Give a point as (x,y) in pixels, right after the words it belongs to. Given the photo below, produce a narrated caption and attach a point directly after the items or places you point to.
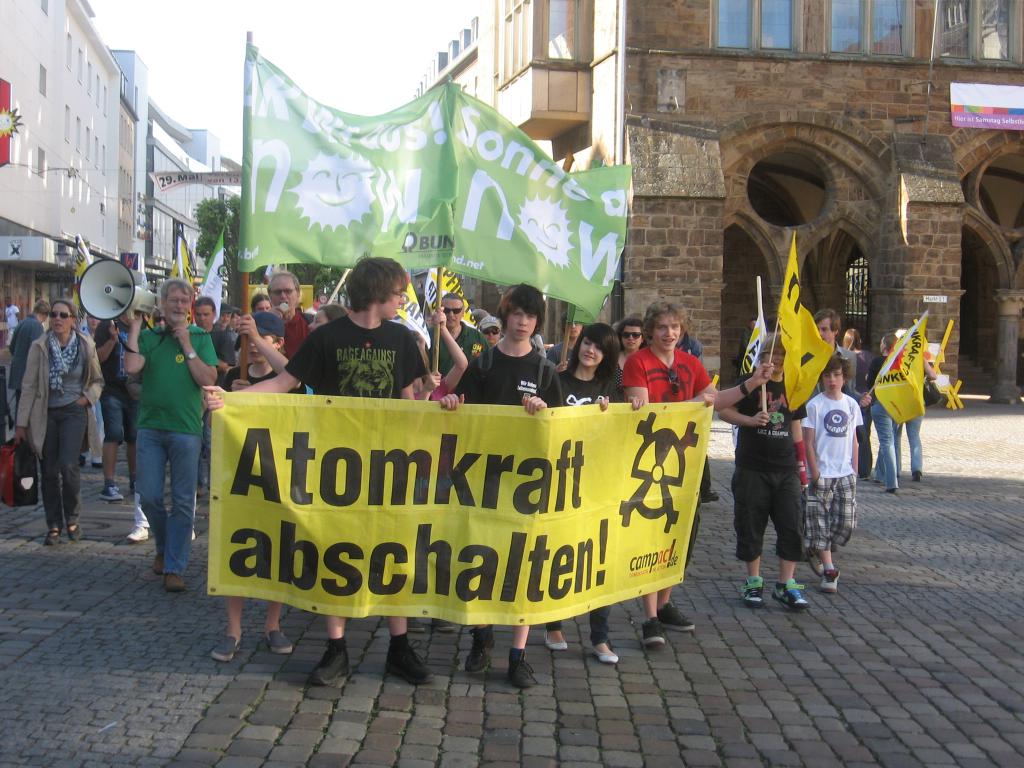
This is the picture of a road (84,481). In this image there are group of people (61,447) holding the banner (386,502) and flags (332,237) and walking on the road (770,627). On the left side of the image (134,360) there is a person (185,383) with green t-shirt (162,388) is holding the speaker (89,269) and walking. At the back (48,225) there are buildings (103,240) and trees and there are hoardings (996,122) on the buildings (745,122). At the top (178,65) there is sky (178,65). At the bottom (815,681) there is a road (768,653).
